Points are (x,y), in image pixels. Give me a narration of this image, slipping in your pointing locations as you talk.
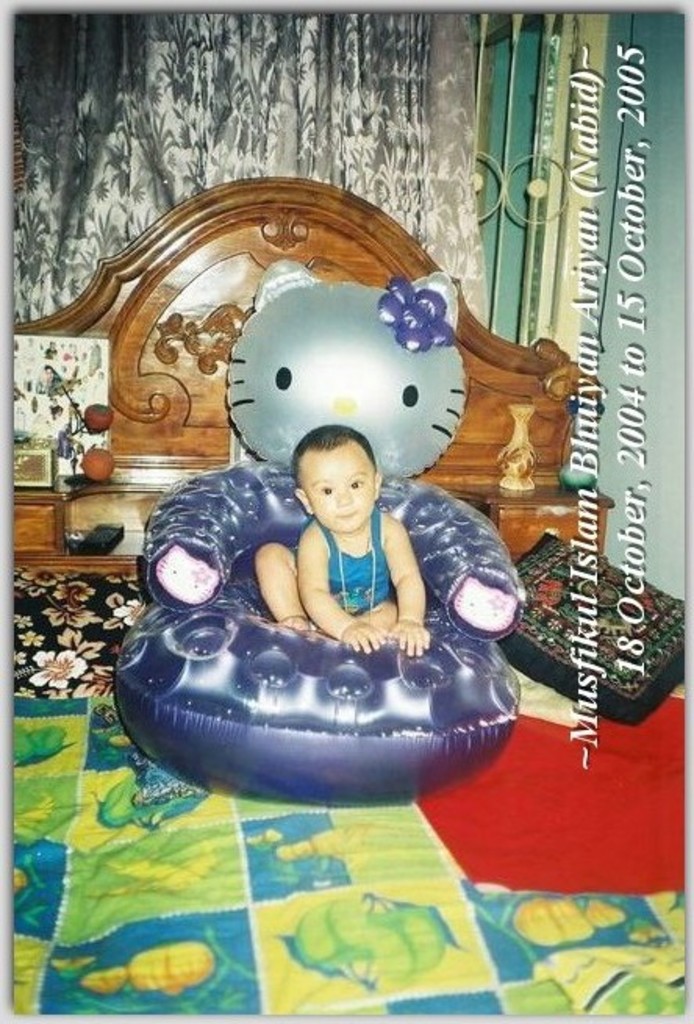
In this image I can see a baby (354,589) wearing blue dress (357,570) is on the toy (301,431) which is blue and white in color. I can see a bed (212,820) on which I can see a bed sheet (150,858) which is green and blue in color and few pillows (90,625) which are black in color. In the background (660,223) I can see a blue colored wall (666,308), a brown colored cot (228,301), few objects (89,414) on the cot (48,556) and the curtain (225,107).
